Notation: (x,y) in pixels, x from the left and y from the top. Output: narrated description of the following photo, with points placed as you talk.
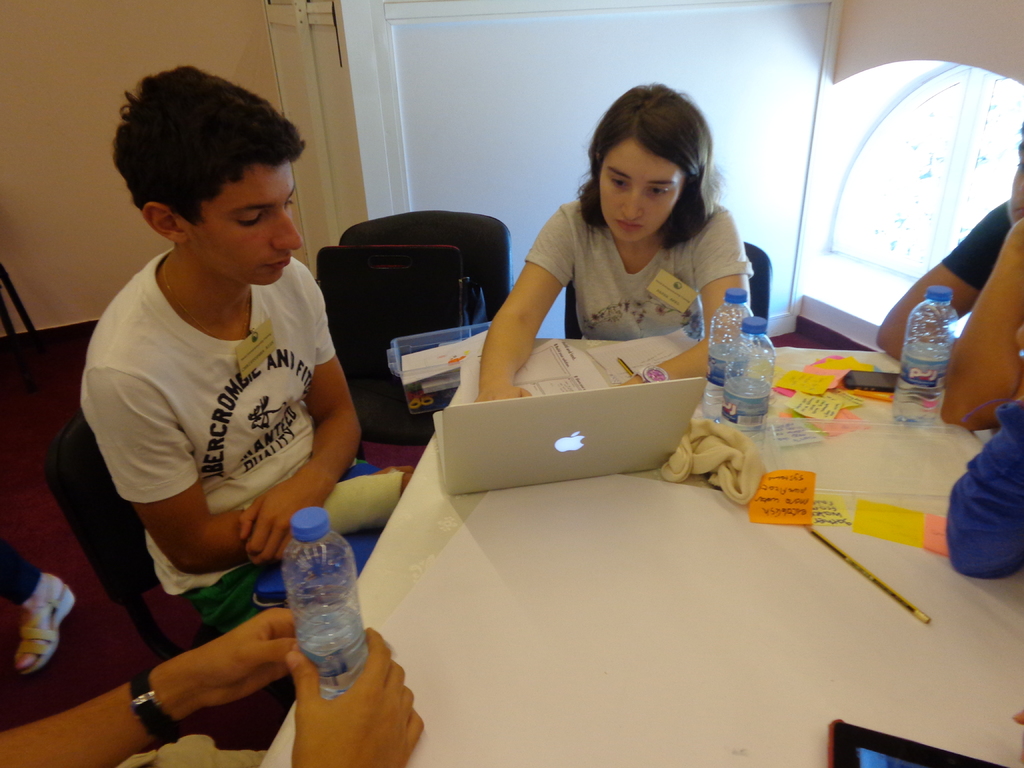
In this picture there is a woman (619,267) who is wearing a white top (639,289) is sitting on a chair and she is looking into the laptop (499,428). To the left (235,371), there is a man (190,370) who is wearing a white t shirt (228,430) is also sitting on the chair (109,483). There is another person (203,692) who is holding a bottle (349,648). There is a phone (869,745) on the table (831,673). To the right (994,273), there is a person (954,288) who is sitting on the chair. There is also another person (962,524). There are some papers (851,398) on the table (872,499). There is a cloth (733,472) on the table (706,483).
